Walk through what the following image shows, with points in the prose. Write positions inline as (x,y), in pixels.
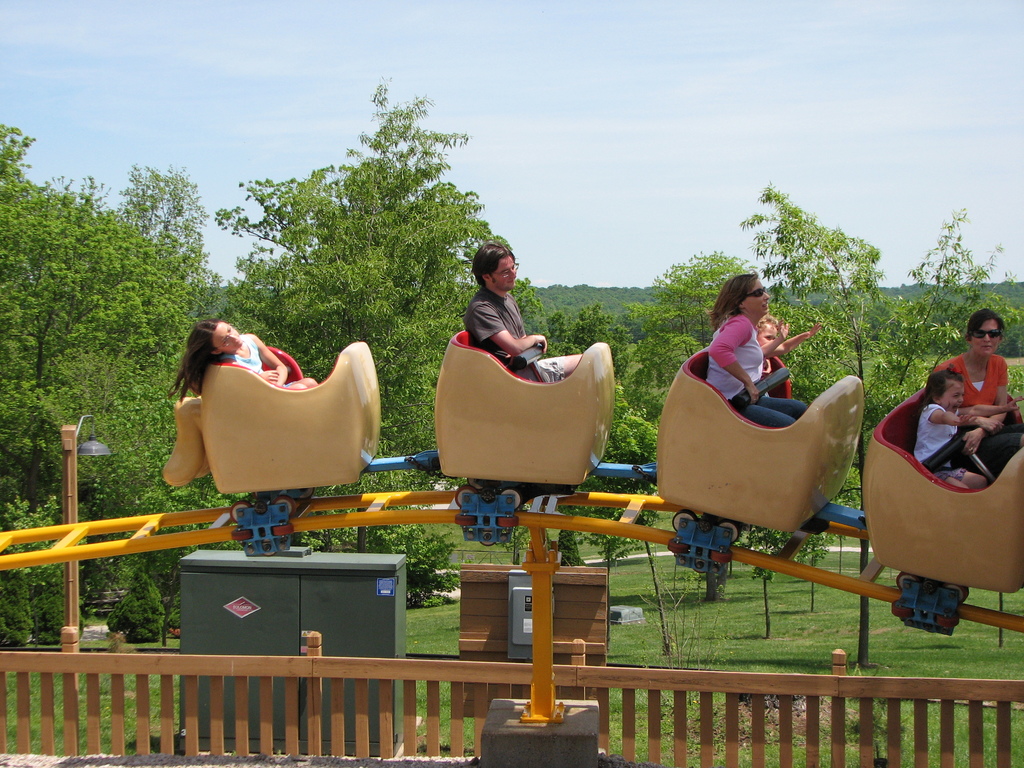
This picture is clicked outside. In the foreground (747,707) we can see a wooden fence (460,720). In the center (653,365) we can see the group of people (984,386) sitting in the amusement ride (646,528). In the background (777,167) we the sky (714,148), trees (332,361), plants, green grass (791,639) and a cabinet (298,603) and some wooden objects (496,614).
